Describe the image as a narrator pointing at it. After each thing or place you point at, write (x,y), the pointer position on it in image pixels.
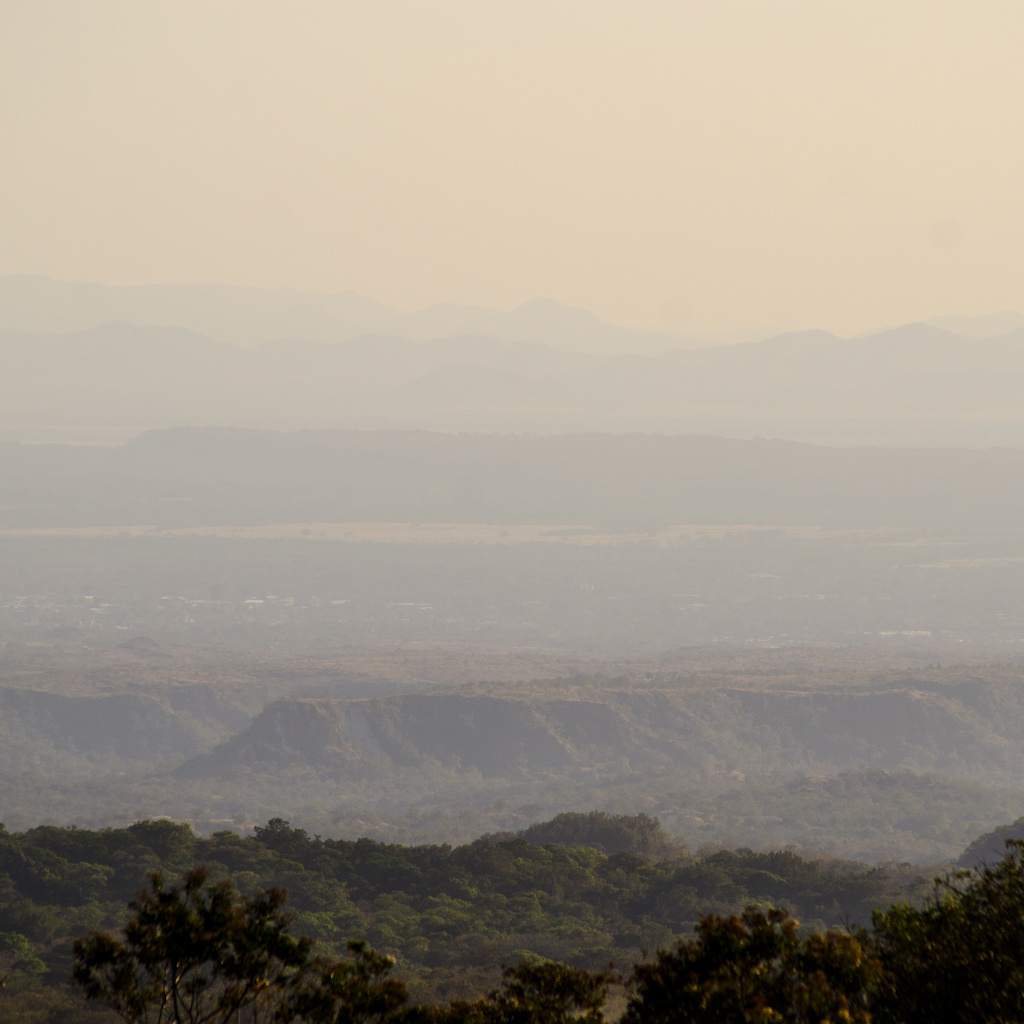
At the bottom of the image (544,1004), we can see trees (426,962). Background we can see the hills (967,390) and sky (626,232).
